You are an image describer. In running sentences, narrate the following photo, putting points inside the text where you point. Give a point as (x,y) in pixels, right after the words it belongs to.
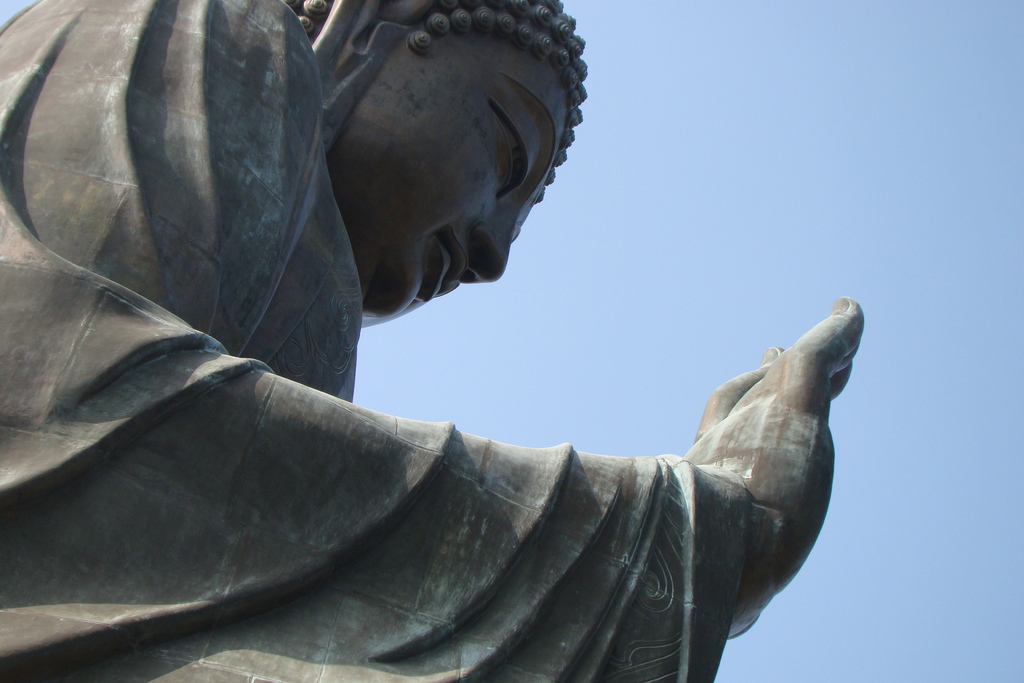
There is a statue (272,429) on the left side of this image (256,396) and the sky (501,333) is in the background (669,323).
